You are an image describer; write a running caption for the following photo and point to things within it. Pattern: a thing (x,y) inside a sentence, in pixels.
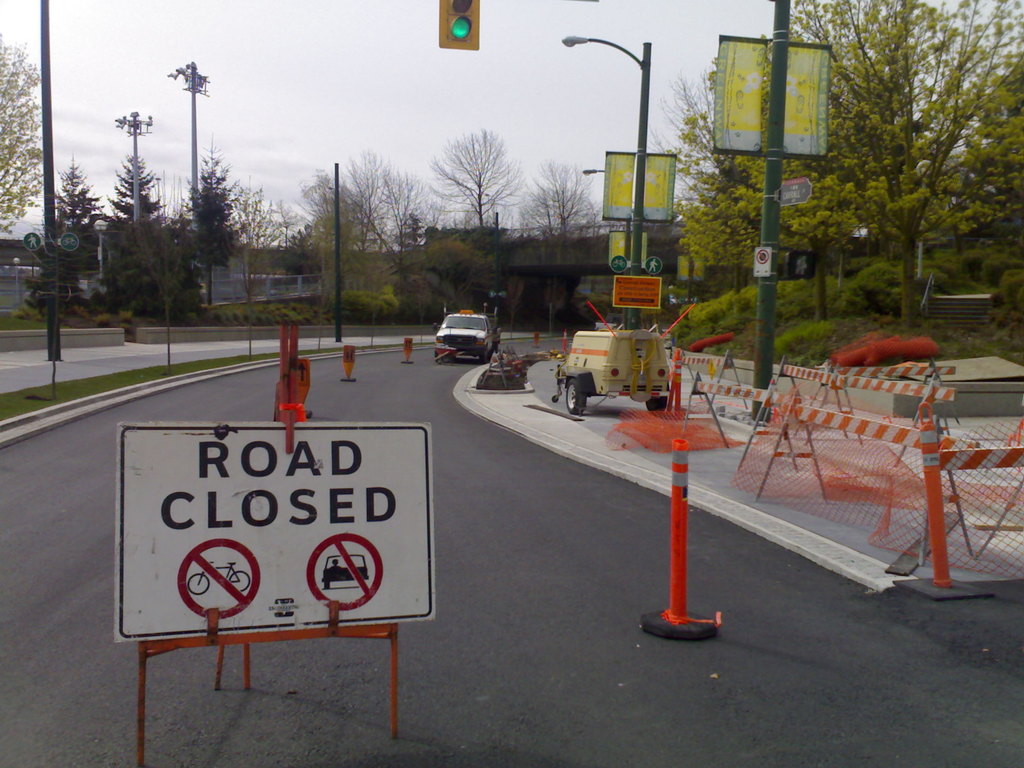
This image is taken outdoors. At the top of the image (93,89) there is the sky (336,67) with clouds (510,37). At the bottom of the image (520,590) there is a road (506,563). In the background (330,263) there are a few trees (148,278) and plants (386,290) on the ground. There are a few poles (53,237). There are a few sign boards (37,236). On the right side of the image (871,162) there is a tree (855,158) and there are many plants (883,277) on the ground (968,339). There is a mesh (901,498) and there is a railing (970,463). There are a few safety poles (673,529) on the road (670,508). There are two boards (717,129) and there are a few poles (648,41) with street lights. In the middle of the image (459,342) a car (459,342) is moving on the road (349,404) and there is a board (278,516) with a text (357,459) on it. There is a vehicle (590,366) on the sidewalk (588,412). There is a signal light (450,17) at the top of the image (452,23).
